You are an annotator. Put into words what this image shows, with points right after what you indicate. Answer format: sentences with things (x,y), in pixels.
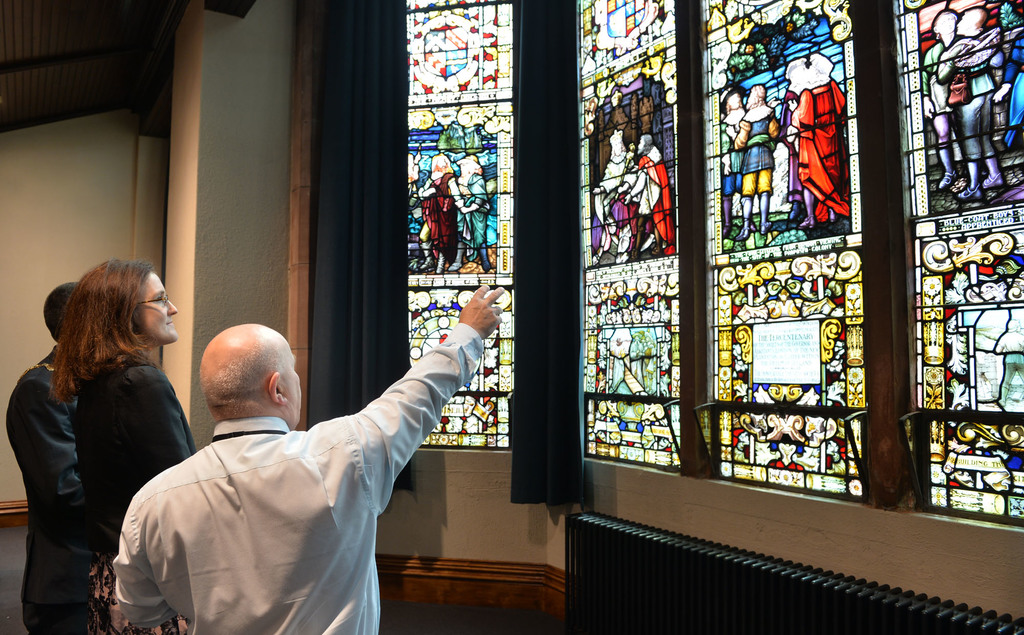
There are three persons (162,487). Here we can see curtains (570,207), glasses (751,264), and wall (213,223).
